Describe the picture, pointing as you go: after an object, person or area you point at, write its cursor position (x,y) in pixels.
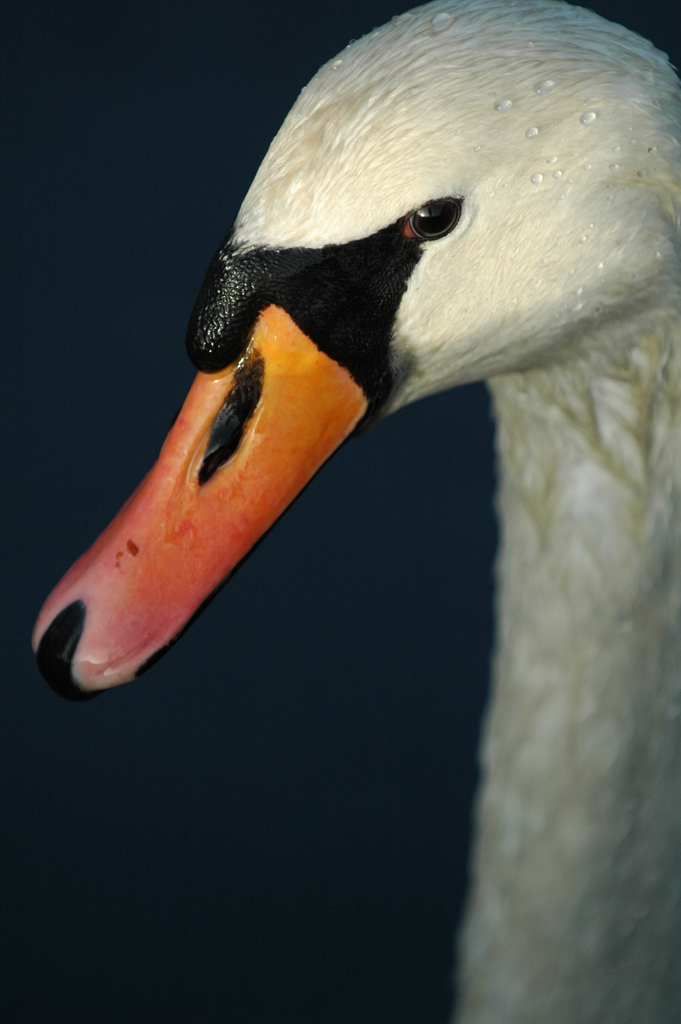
In this image I can see the bird (310,454) which is in cream, black, orange and red color. I can see there is a black background (224,730).
